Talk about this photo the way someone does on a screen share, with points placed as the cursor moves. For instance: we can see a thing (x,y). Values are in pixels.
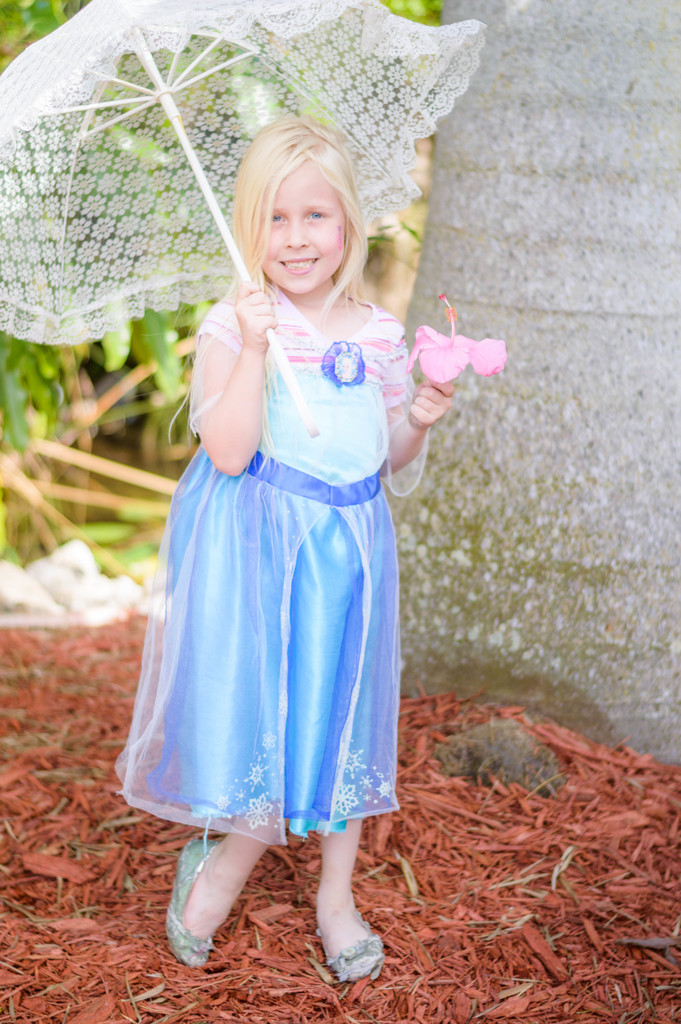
In this picture we can see a girl (172,763) standing and smiling and holding a flower (445,341) and an umbrella (217,169) with her hands (449,406) and in the background (491,149) we can see leaves (187,316), tree trunk (474,153).
